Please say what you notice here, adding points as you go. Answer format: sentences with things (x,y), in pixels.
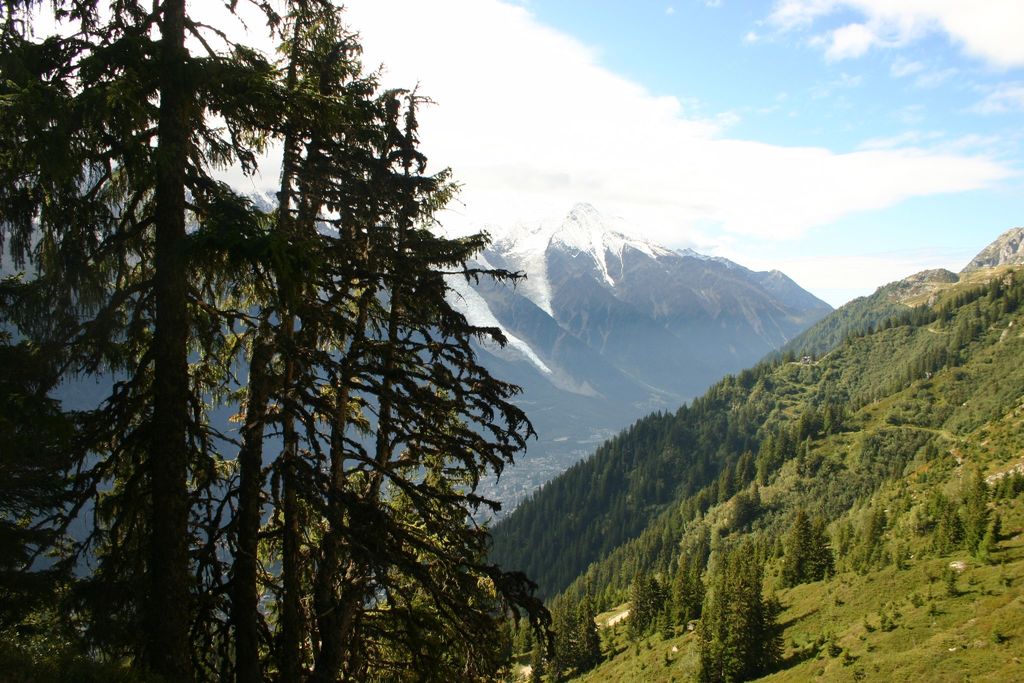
In this picture I can see some trees (787,482) and hills (866,425).
